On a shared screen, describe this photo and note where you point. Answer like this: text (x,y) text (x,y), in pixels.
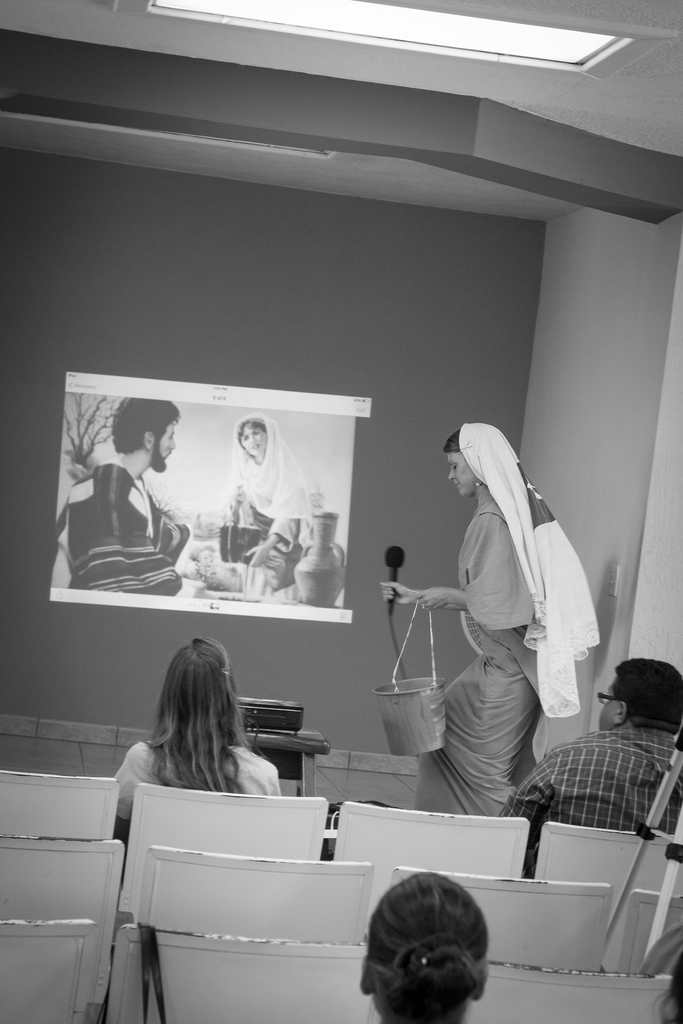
In the image in the center (391,588) we can see one woman (527,610) standing and holding a microphone (394,598) and some other object (425,708). In the bottom of the image (364,864) we can see chairs (292,975) and three persons (394,970) were sitting. In the background (302,488) there is a wall (378,264), roof (655,62), light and screen (245,485).
